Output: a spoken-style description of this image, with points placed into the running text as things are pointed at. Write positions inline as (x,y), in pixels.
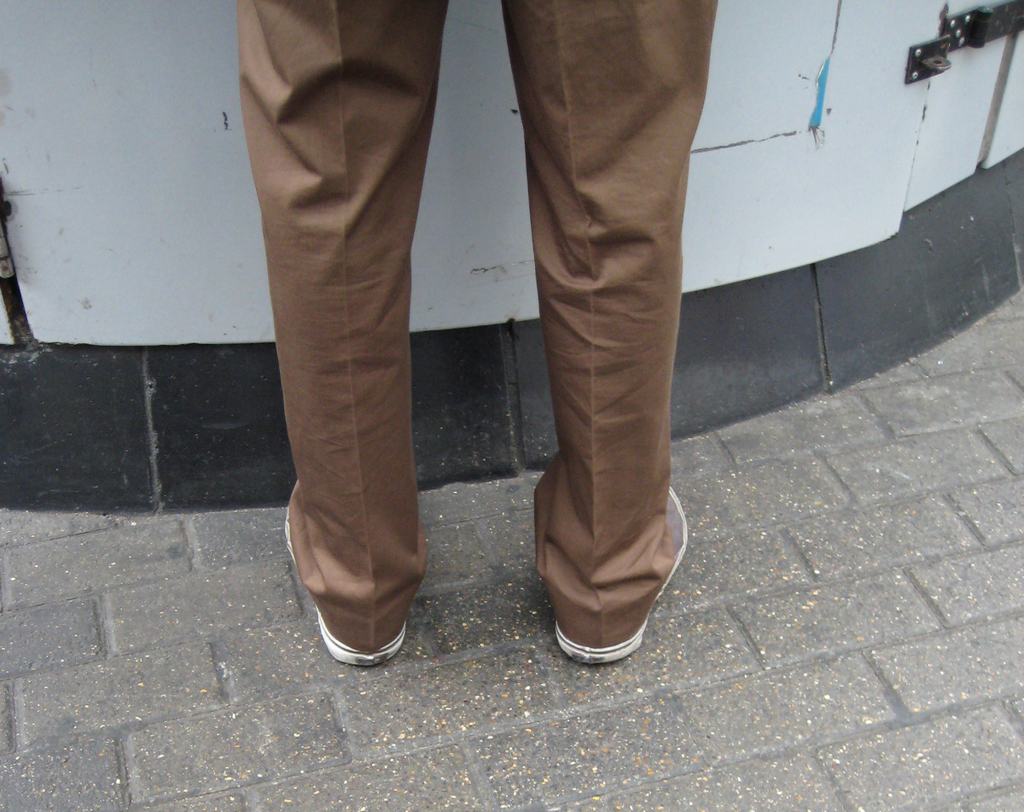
Here in this picture we can see a person's legs (375,61), as he is standing on the ground (156,543) over there and in front of him we can see a door (695,189) present over there.
